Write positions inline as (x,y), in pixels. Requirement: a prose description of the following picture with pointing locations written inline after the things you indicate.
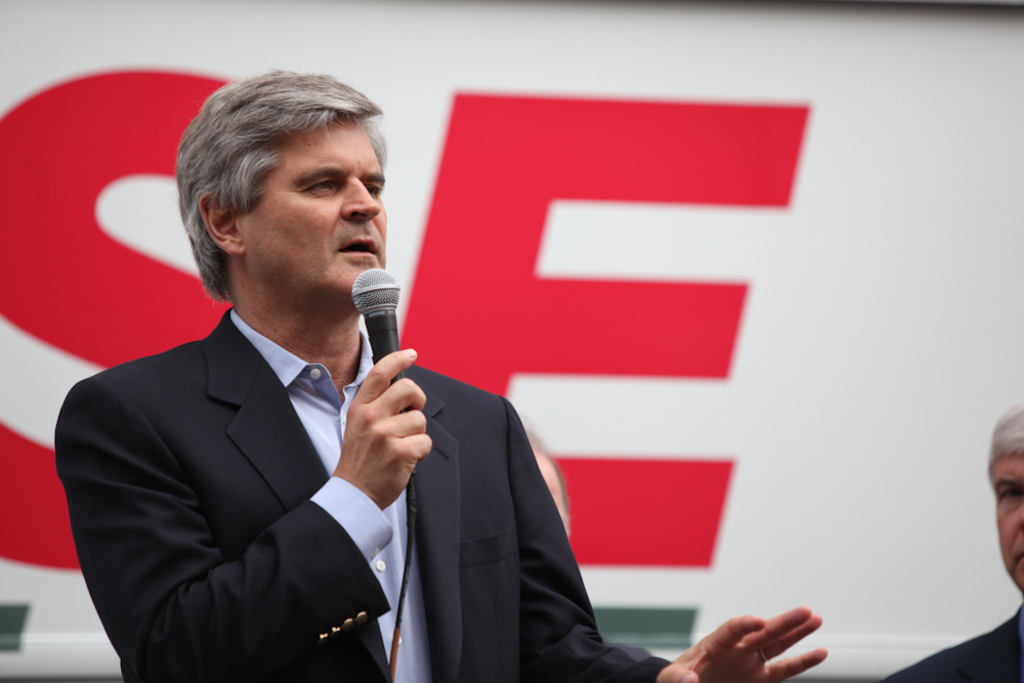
in the image in the center (386,413) we can see one man (410,420) standing and he is holding the microphone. And coming to the background (591,86) we can see the banner (694,243).
